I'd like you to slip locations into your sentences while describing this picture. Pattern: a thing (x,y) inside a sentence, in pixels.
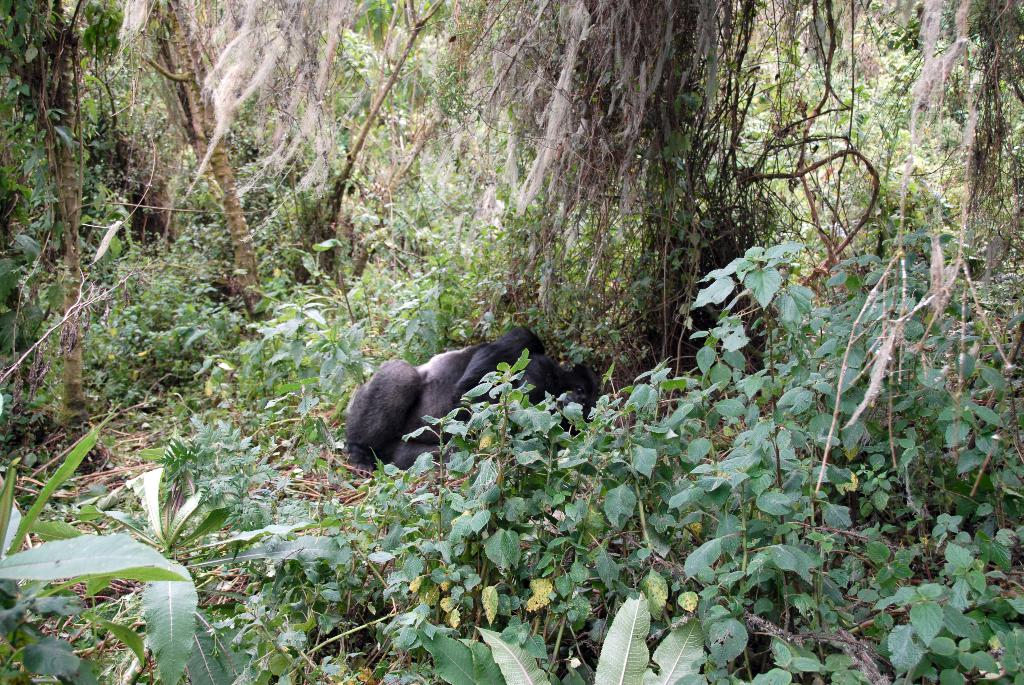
In this picture there is a monkey (446,400) in the center of the image (364,437) and there is greenery (813,207) around the area of the image.
